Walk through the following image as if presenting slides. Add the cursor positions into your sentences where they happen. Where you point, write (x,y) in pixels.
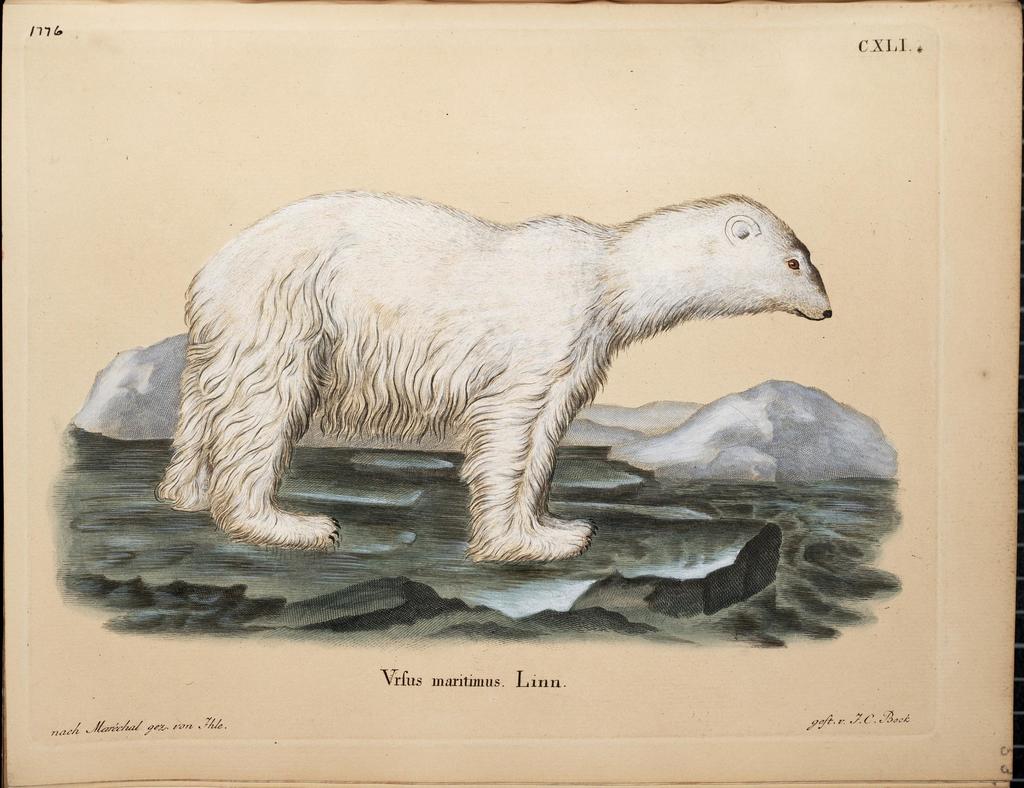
In this image I can see a polar bear (492,427). In the background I can see mountains (669,450). I can also see something written on the image. The polar bear (434,333) is white in color.
